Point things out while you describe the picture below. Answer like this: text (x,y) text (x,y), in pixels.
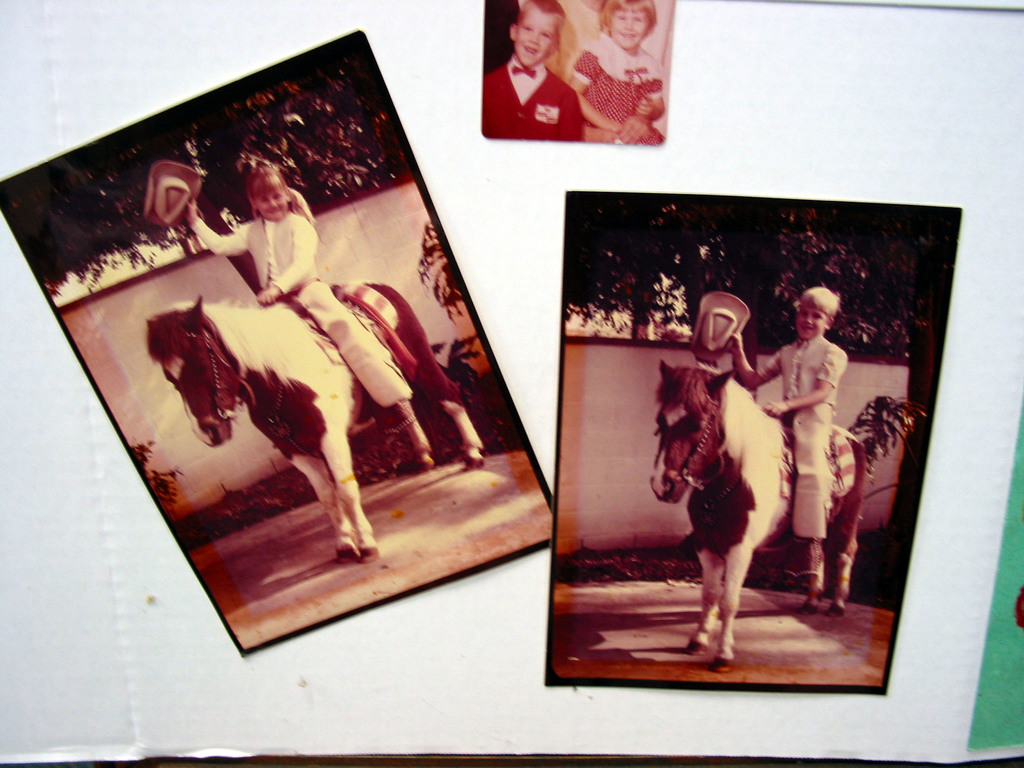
In this image I can see three images (42,217) of two kids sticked to a board (697,111). In these images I can see these kids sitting on a horse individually and sitting together in the third picture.
